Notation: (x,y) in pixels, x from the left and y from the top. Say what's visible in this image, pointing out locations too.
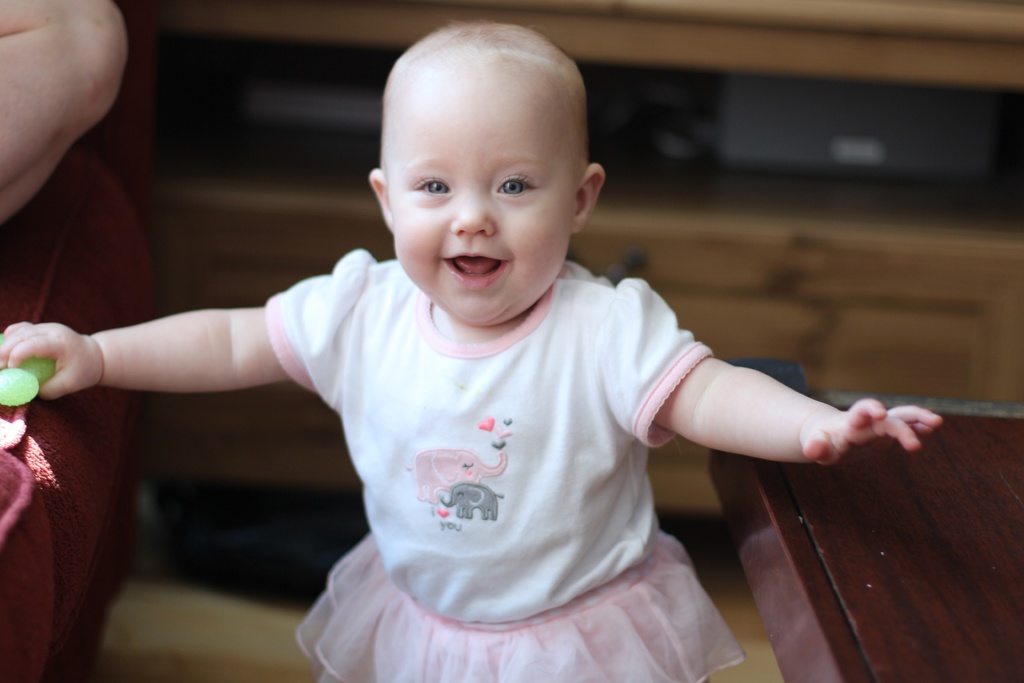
In the center of the image (561,369), we can see a baby (353,343) holding an object (45,374) and in the background (113,103), we can see a person's hand (77,130) and there is a couch (107,280) and we can see a table (937,511) and there is a cupboard (803,180).
